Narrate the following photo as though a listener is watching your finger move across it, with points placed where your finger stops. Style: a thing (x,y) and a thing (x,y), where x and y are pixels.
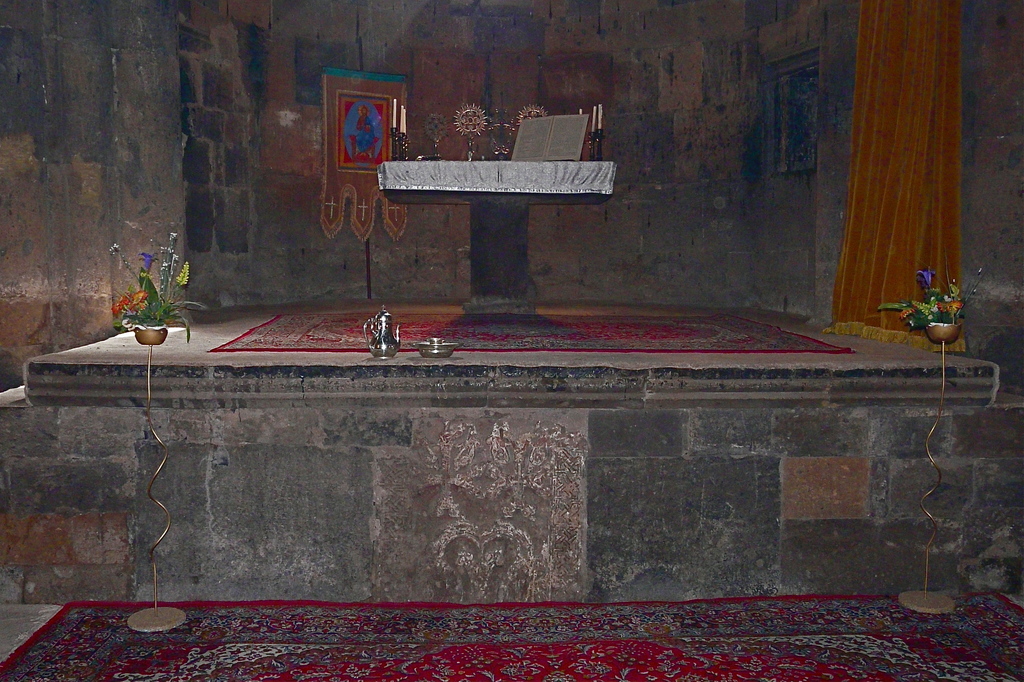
In the foreground (419,416) I can see a stage (411,388), bowl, houseplant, table (578,180) on which there are candles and a wall (717,172) on which a wall painting (353,102) is there, curtain (866,227). This image is taken in a hall (516,339).
